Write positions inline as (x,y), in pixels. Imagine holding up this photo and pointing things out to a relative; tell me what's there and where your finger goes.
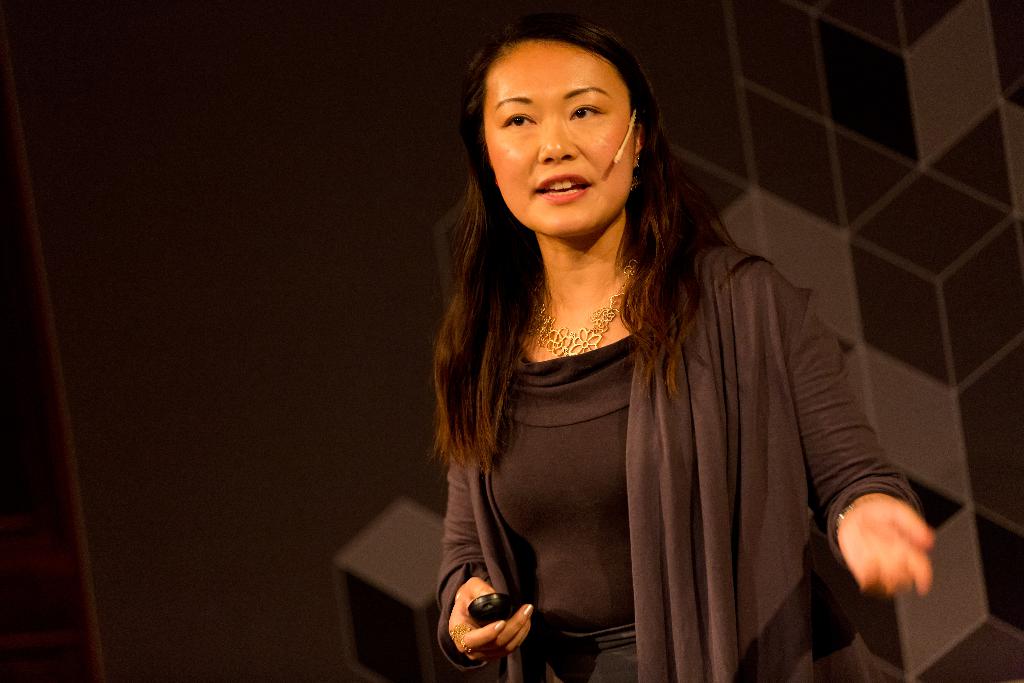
In this picture we can see a woman (769,537) is standing and speaking something, it looks like a remote (481,608) in her hand (459,623), there is a dark background (335,518).
